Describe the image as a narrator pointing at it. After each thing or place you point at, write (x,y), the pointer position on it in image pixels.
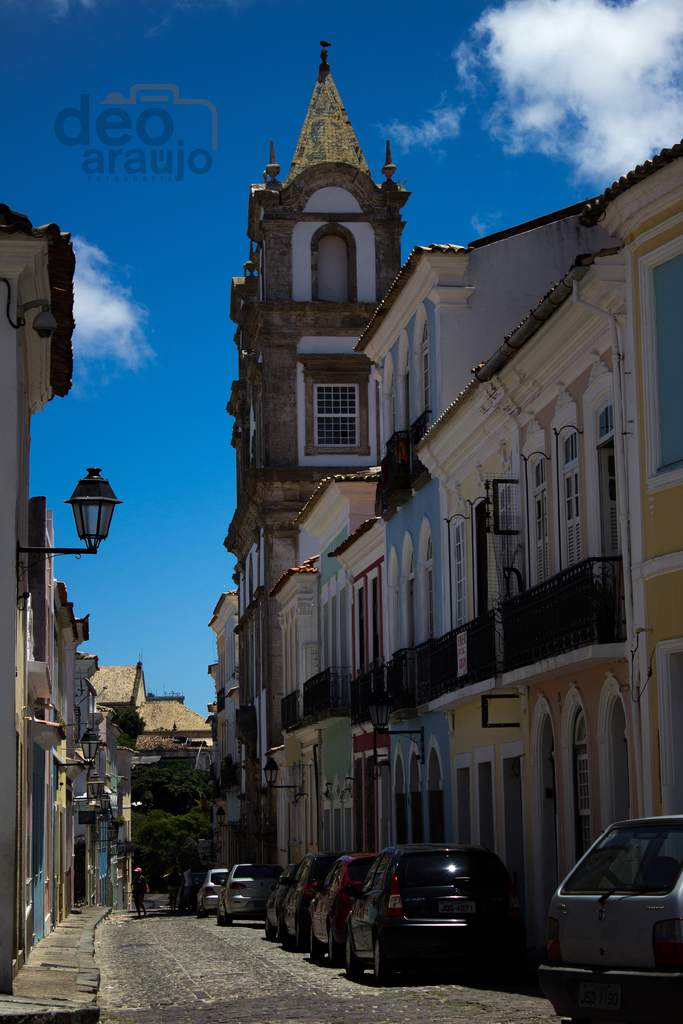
This picture is clicked outside. In the foreground (669,960) we can see the group of vehicles (335,930) and group of persons (185,894) and on both the sides we can see the buildings (408,614) and we can see a lamp (87,522) and a camera (54,326). In the background (259,13) we can see the sky (168,322). At the top (167,121) there is a text (163,117) on the image.
